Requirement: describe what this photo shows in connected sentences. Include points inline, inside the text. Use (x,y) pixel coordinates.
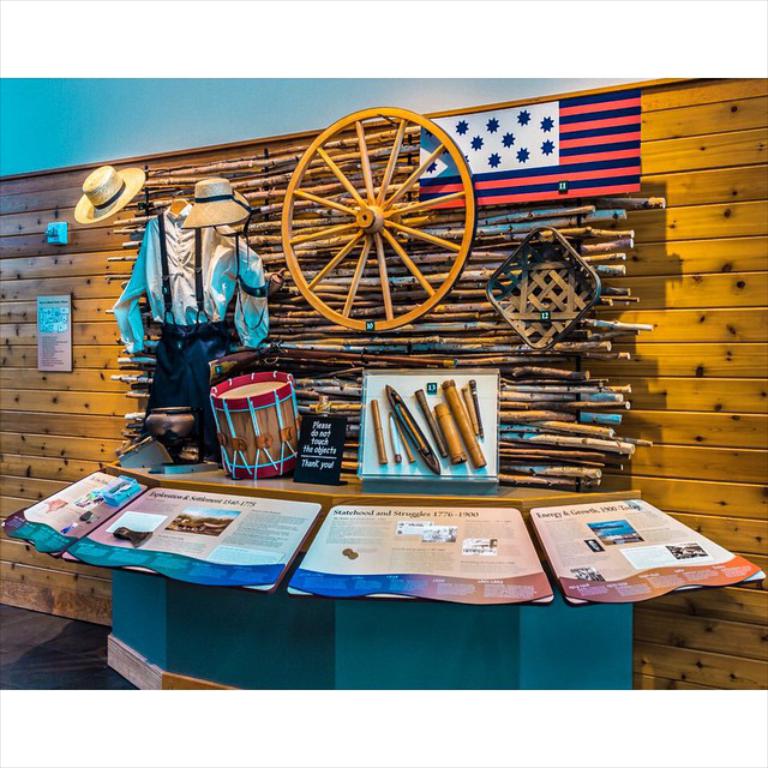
In the image in the center (507,292) we can see some tools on the wall (649,271). Here we can see the wheel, drum (261,422) and shirt (213,279), hat (131,173), flag (587,122). And back of them we can see the wall (198,129). And in front (197,538) we can see some paper (342,566).
